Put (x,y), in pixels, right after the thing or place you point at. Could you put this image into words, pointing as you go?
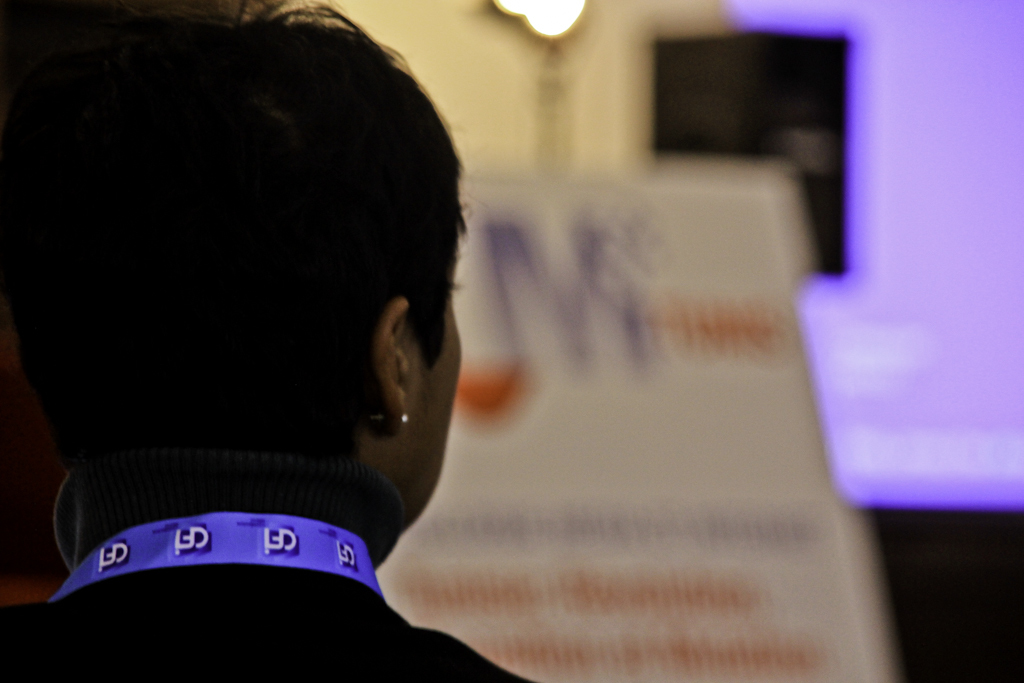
In this picture there is a lady (427,340) on the left side of the image (128,256) and there is a poster (683,382) in the center of the image (549,317), there is lamp (555,20) at the top side of the image (555,3).
